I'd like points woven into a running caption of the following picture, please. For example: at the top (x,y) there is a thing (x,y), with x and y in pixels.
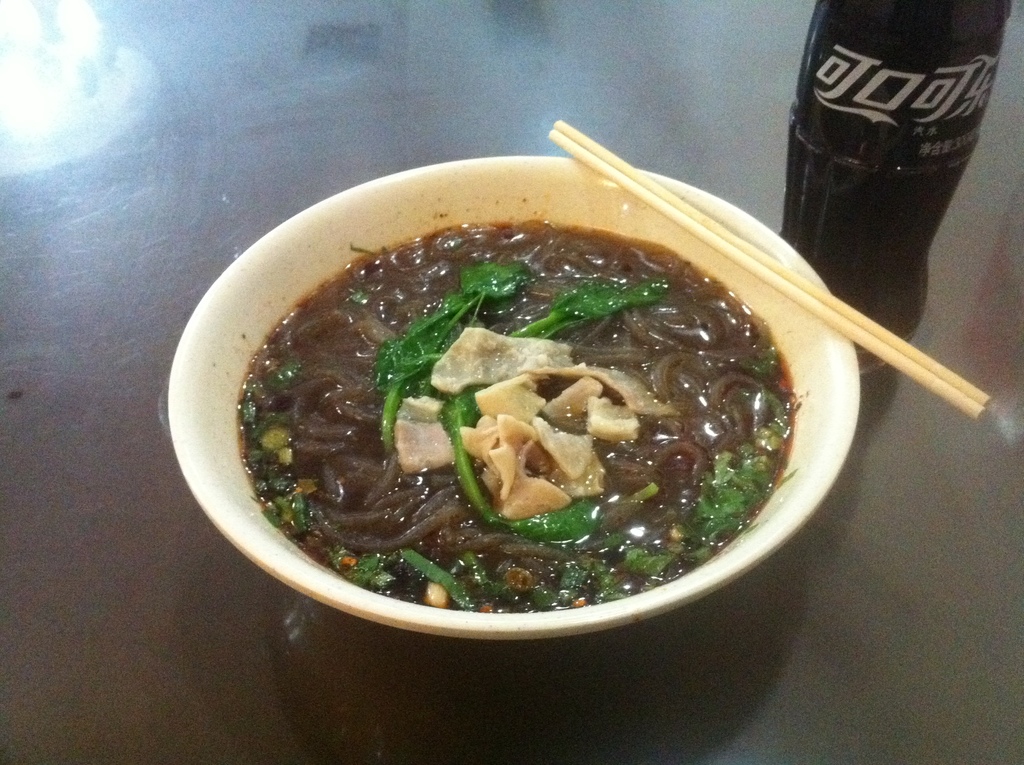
In the center of the image (452,281) there is a bowl (401,195) with food items (570,416) in it. There are two sticks (743,241). To the right side of the image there is a coke bottle (864,262). At the bottom of the image (311,679) there is table (311,679).
